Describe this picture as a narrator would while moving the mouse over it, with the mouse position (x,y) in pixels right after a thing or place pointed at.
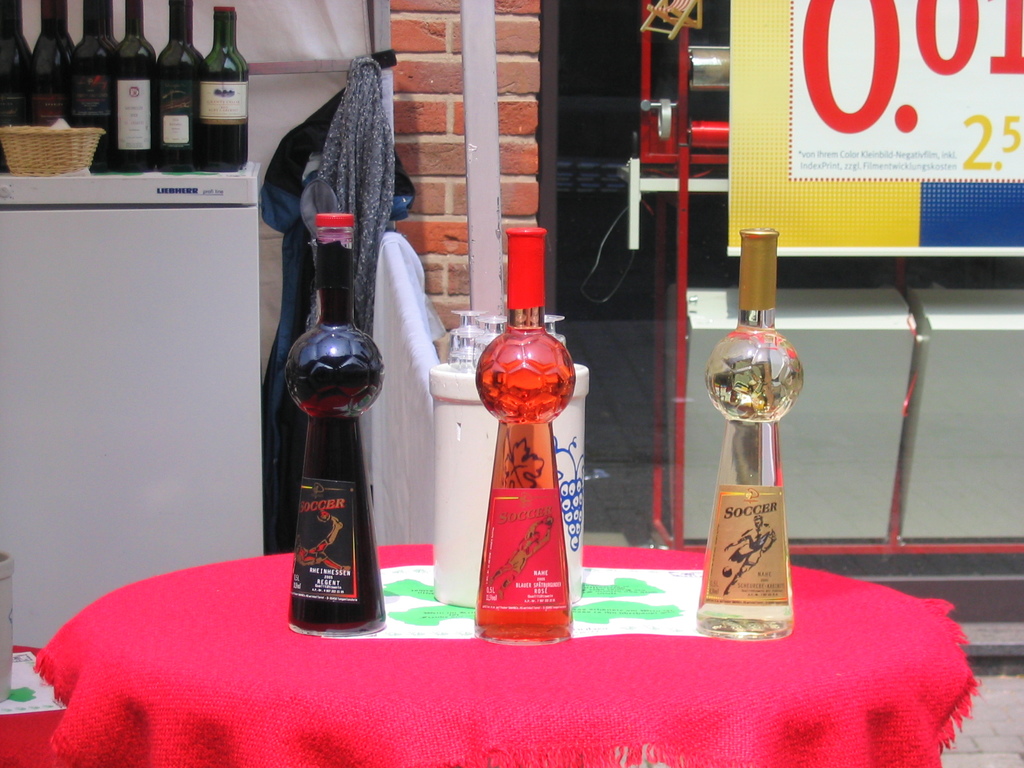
In this picture there are few bottles (179,83) on the refrigerator (174,275). There is a basket (72,162). There is a cloth (420,339). There are some objects (545,402) and glasses (480,341) on the table (639,657). There is a red cloth (846,673).
